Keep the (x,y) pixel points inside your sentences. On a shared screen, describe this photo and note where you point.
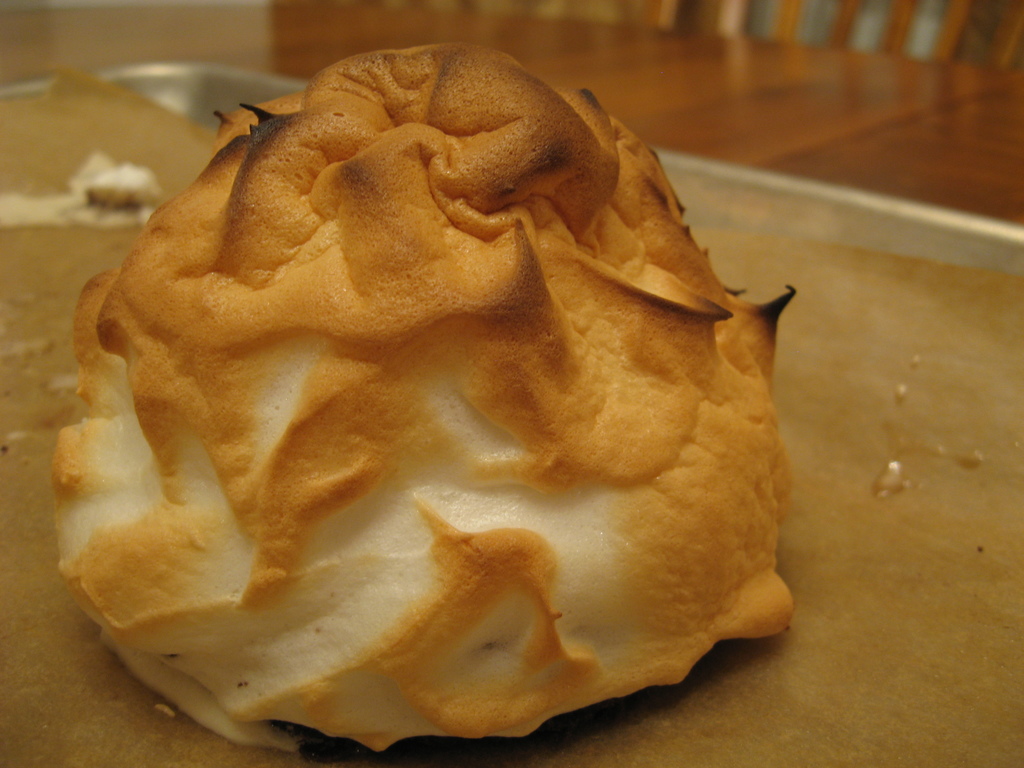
In the center of this picture (561,298) we can see the food item (415,330) and some other items (961,261) are placed on the top of the wooden table (752,154). In the background (981,32) we can see some other objects (951,28).
